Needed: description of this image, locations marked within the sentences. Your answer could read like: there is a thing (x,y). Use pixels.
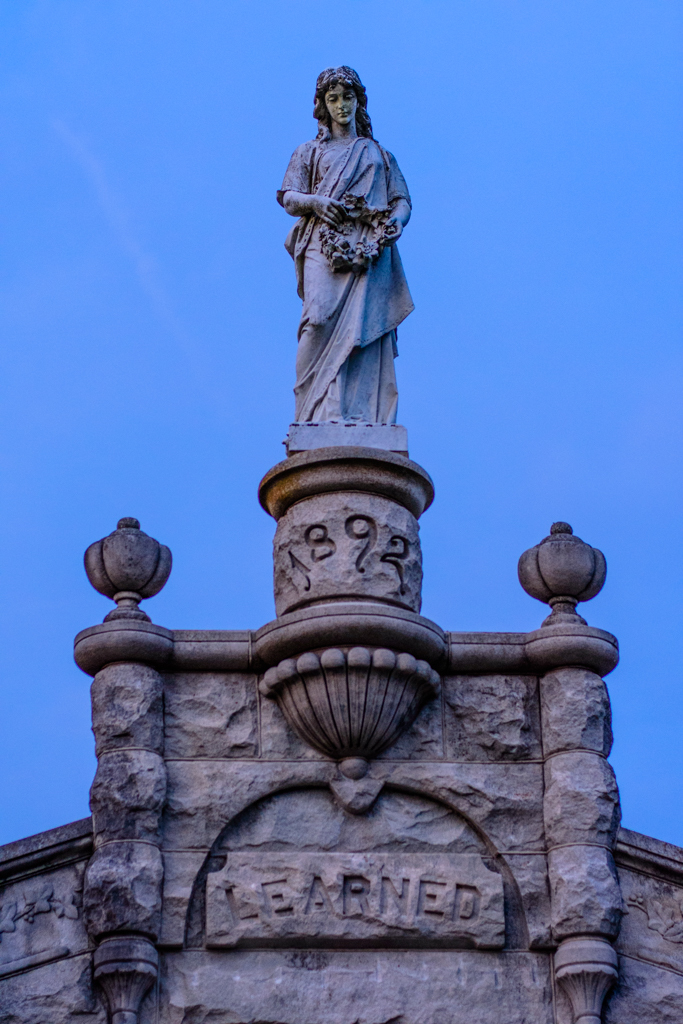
In this image I can see a statue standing on the building (181,871) and the building (360,815) is in white color. Background (223,365) the sky (440,379) is in blue color.
